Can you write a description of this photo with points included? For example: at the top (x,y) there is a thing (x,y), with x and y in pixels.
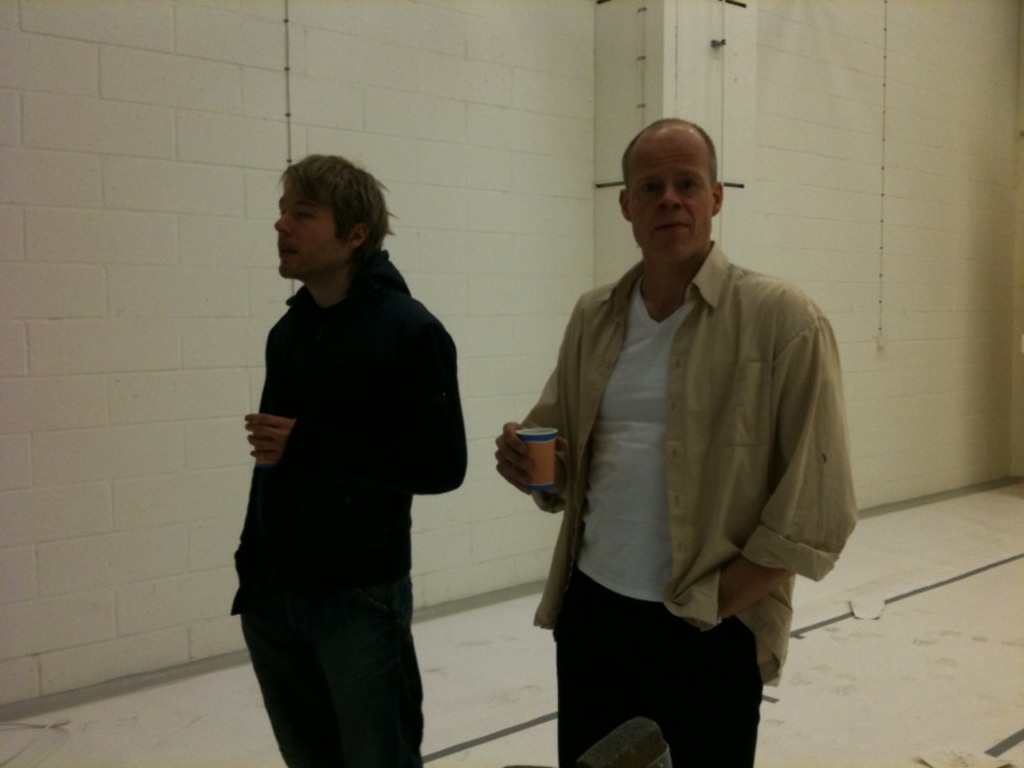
In this image, we can see people (419,479) and are holding cups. In the background (253,117), there is a wall (865,375). At the bottom (884,676), there is a floor (852,652).
